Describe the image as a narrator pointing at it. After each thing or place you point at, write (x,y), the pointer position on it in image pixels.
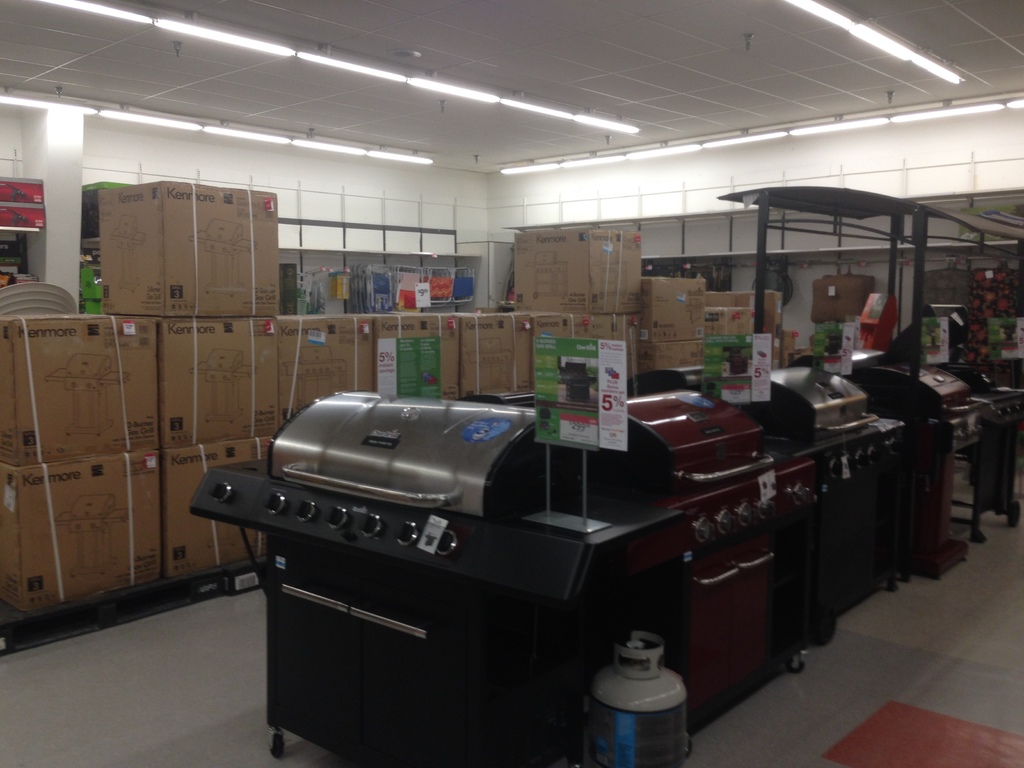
In this image there are few machines (568,593) having price board stand (580,380) on it. Bottom of image (620,687) there is a cylinder (613,741) on the floor (787,709). Left side (87,360) there are few cardboard boxes (266,397). Behind it there are few racks (298,260) having few objects (361,280) on it. Top of the image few lights (158,117) are attached to the roof (628,136).
